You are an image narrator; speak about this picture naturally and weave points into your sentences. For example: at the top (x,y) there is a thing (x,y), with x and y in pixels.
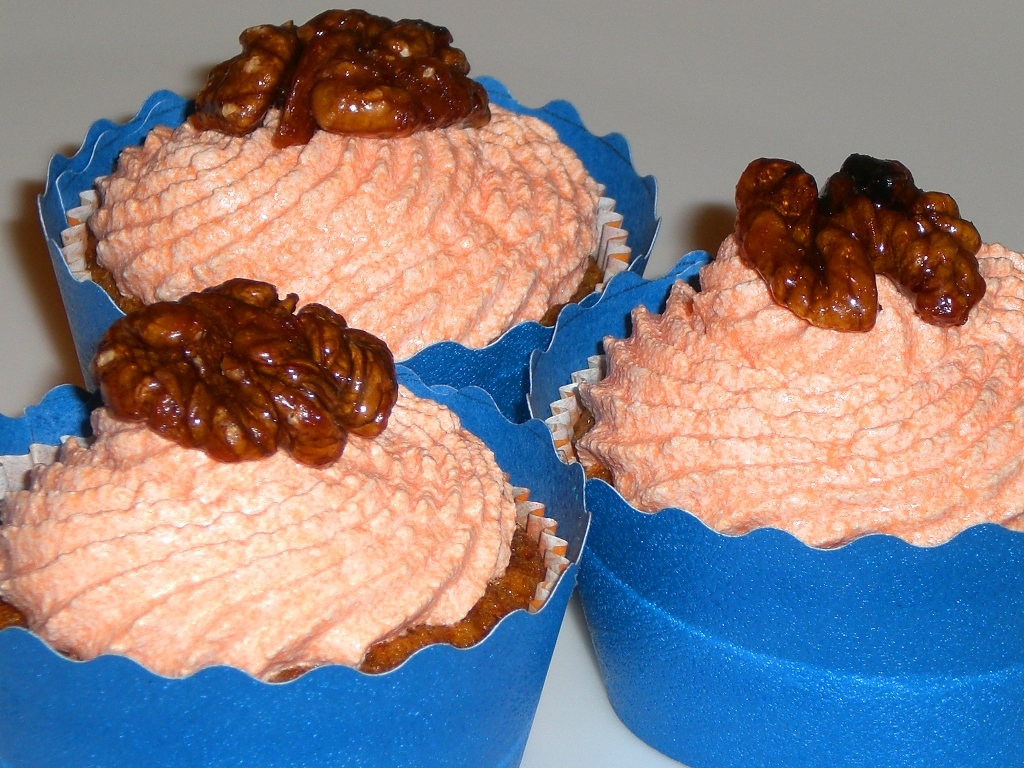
In the picture I can see three cupcakes (435,183).
